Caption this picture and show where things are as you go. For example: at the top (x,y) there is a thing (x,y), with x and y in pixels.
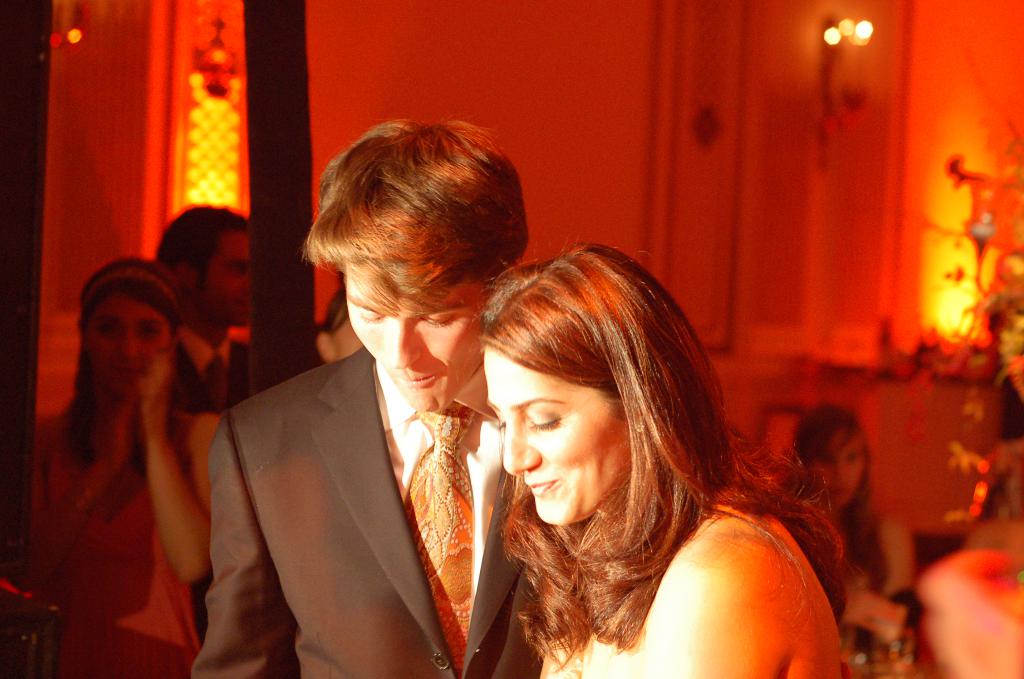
In this image I can see a man (393,354) wearing white shirt (393,440), black blazer (339,491) and a woman (615,539) are standing beside each other. In the background (164,451) I can see few other persons (811,454), the wall (758,243) and few lights (822,37).
